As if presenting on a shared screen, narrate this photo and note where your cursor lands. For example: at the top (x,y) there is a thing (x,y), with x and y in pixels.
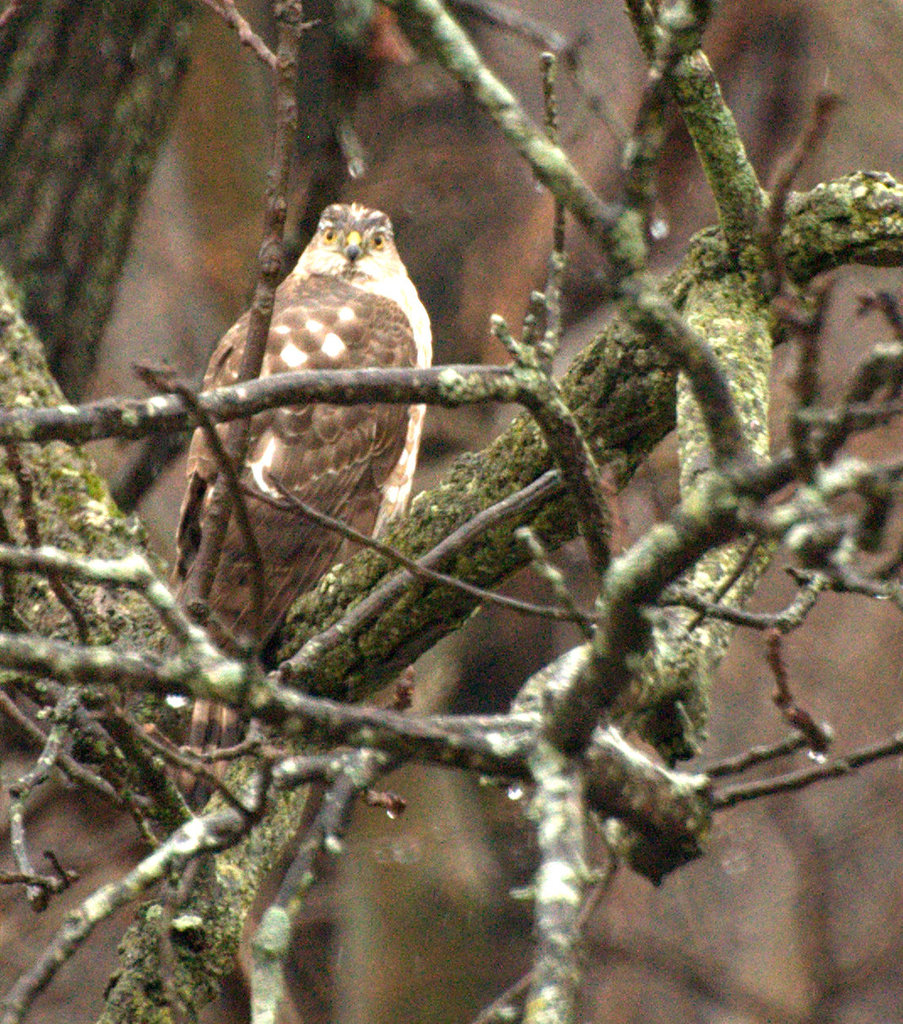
This image consists of a hawk (262,478) sitting on a tree (342,629). It is in brown color. In the front (370,693), we can see the stems (289,761) of the tree (435,629). The background (387,954) is blurred.
